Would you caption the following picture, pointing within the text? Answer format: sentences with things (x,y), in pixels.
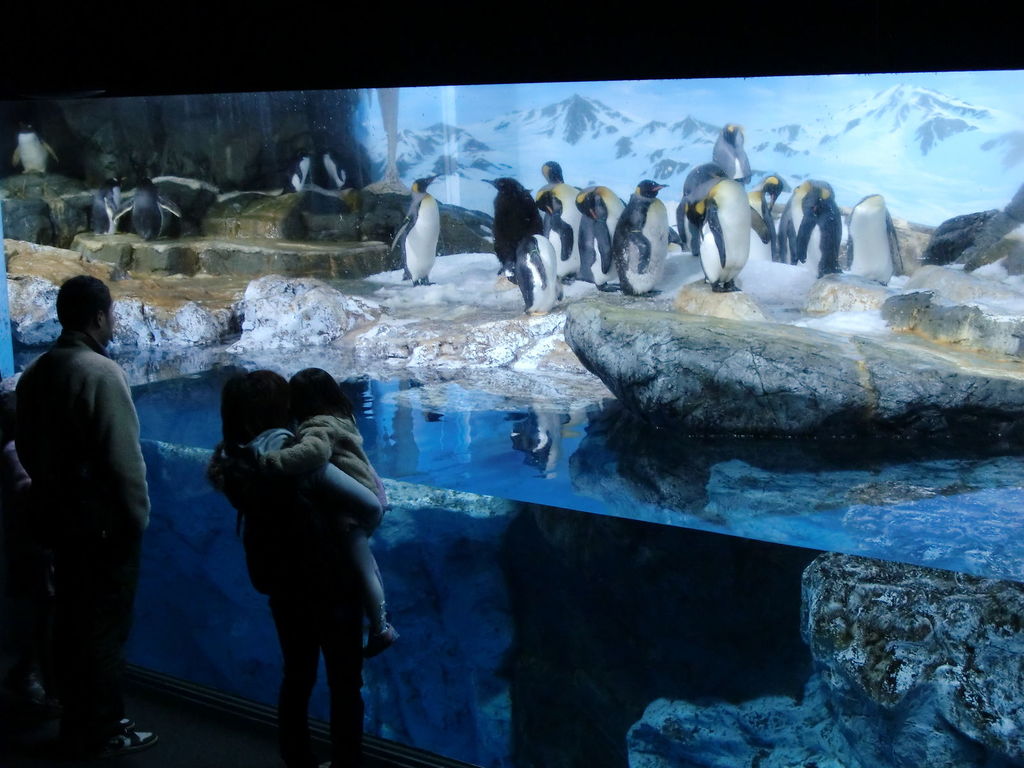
In this image we can see penguins (597,257) on the ice (593,288), at back here are the mountains (509,164), here is the rock (661,359), here is the water (476,566), here are the persons (383,591) standing.
